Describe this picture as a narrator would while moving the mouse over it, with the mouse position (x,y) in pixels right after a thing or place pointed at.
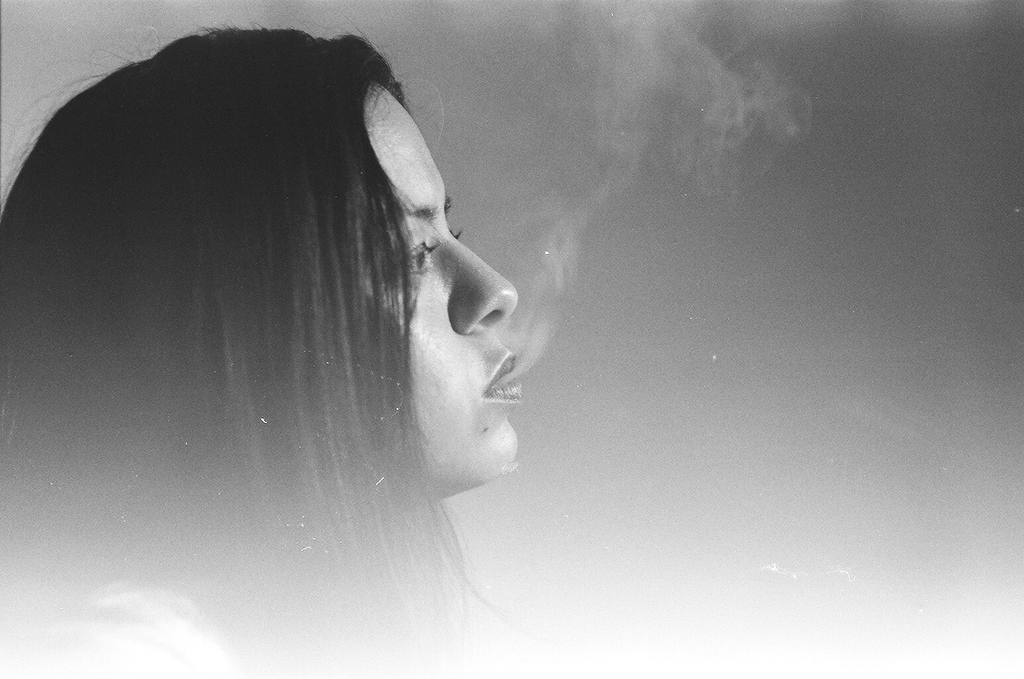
In this image, we can see a lady (486,345).
